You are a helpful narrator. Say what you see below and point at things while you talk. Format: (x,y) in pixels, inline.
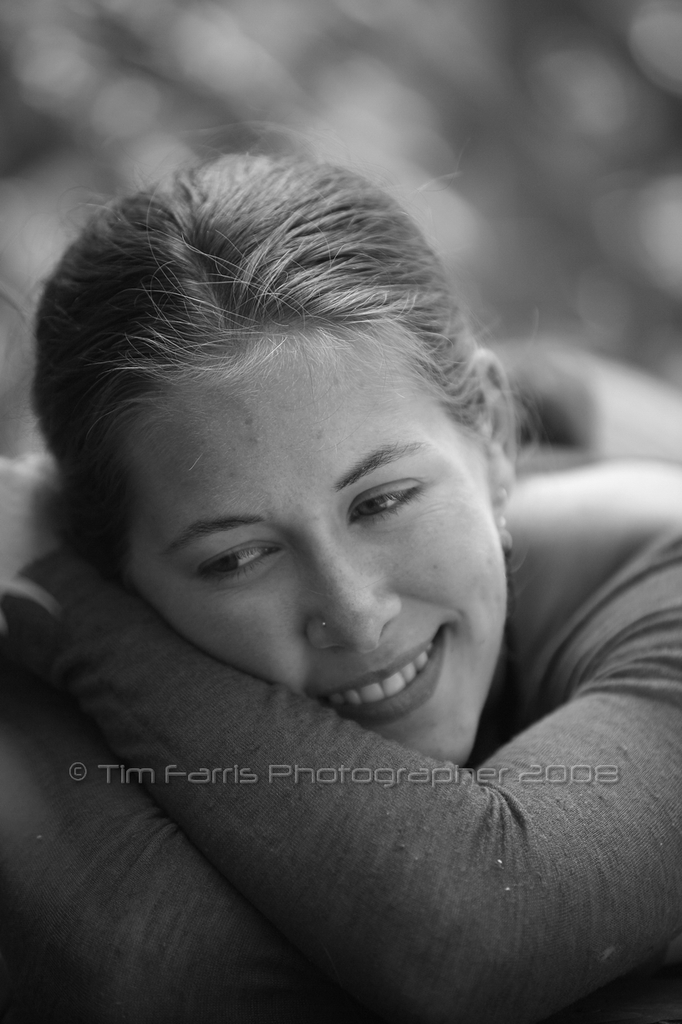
This picture is taken in the black and white, where we can see a woman (295,781) is smiling. The background of the image (140,68) is blurred. Here we can see the watermark (227,777) at the bottom of the image (224,778).
